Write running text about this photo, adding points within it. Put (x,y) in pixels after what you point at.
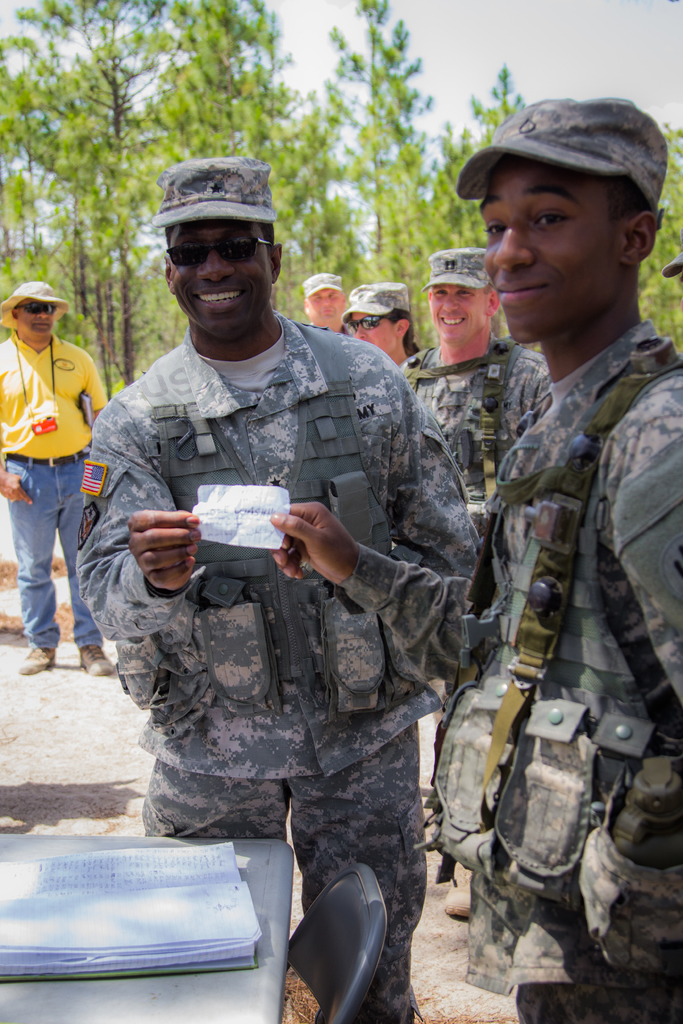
In this image I can see a table (185,988) with book (167,909) on it, a chair (349,962) and few persons (553,612) wearing uniforms (442,433) are standing and smiling. In the background (40,358) I can see a person (55,395) standing, few trees (8,142) and the sky (427,65).
